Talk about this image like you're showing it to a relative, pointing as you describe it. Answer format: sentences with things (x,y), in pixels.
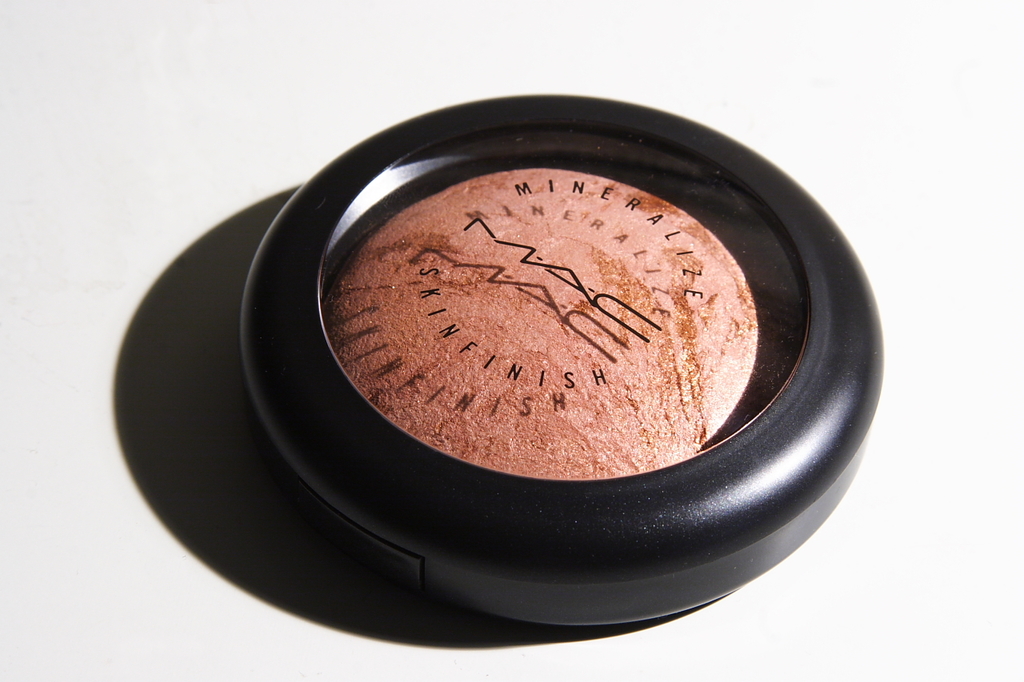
In this image we can see a compact (714,307) with rose gold powder (567,283) in it
